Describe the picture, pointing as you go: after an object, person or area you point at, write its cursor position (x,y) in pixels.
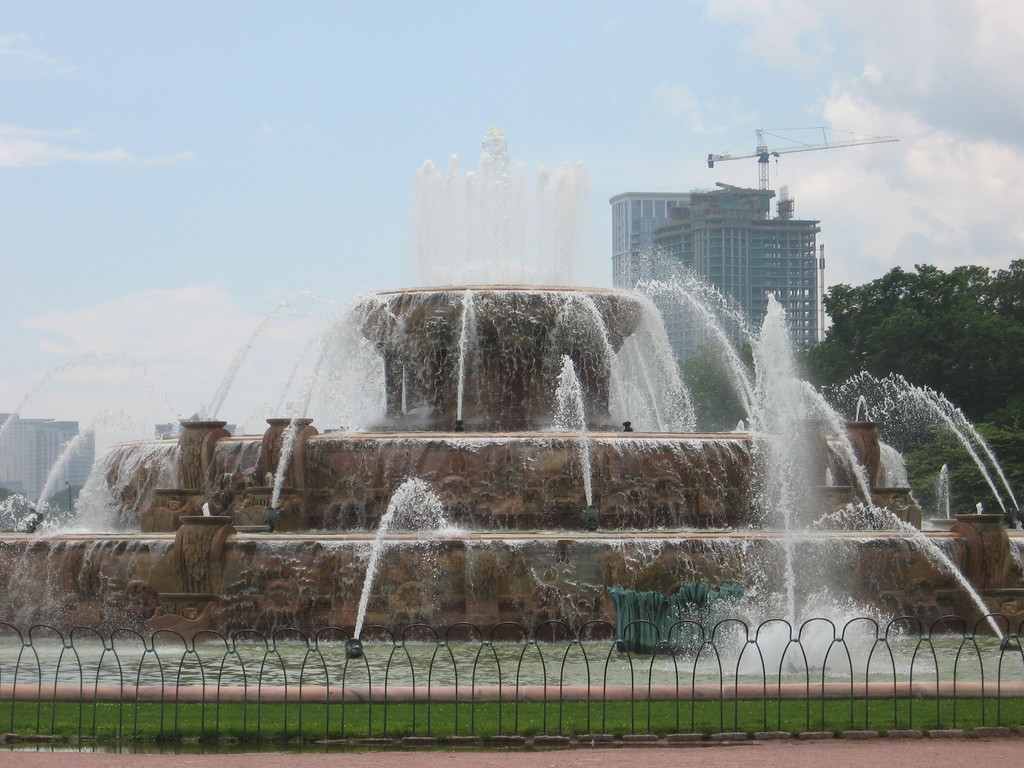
In this image, we can see a metal grill (259,698). In the background (489,533), we can see trees (1023,345), building (746,222) and a fountain (795,698). At the top (312,107), we can see a sky (331,86).
